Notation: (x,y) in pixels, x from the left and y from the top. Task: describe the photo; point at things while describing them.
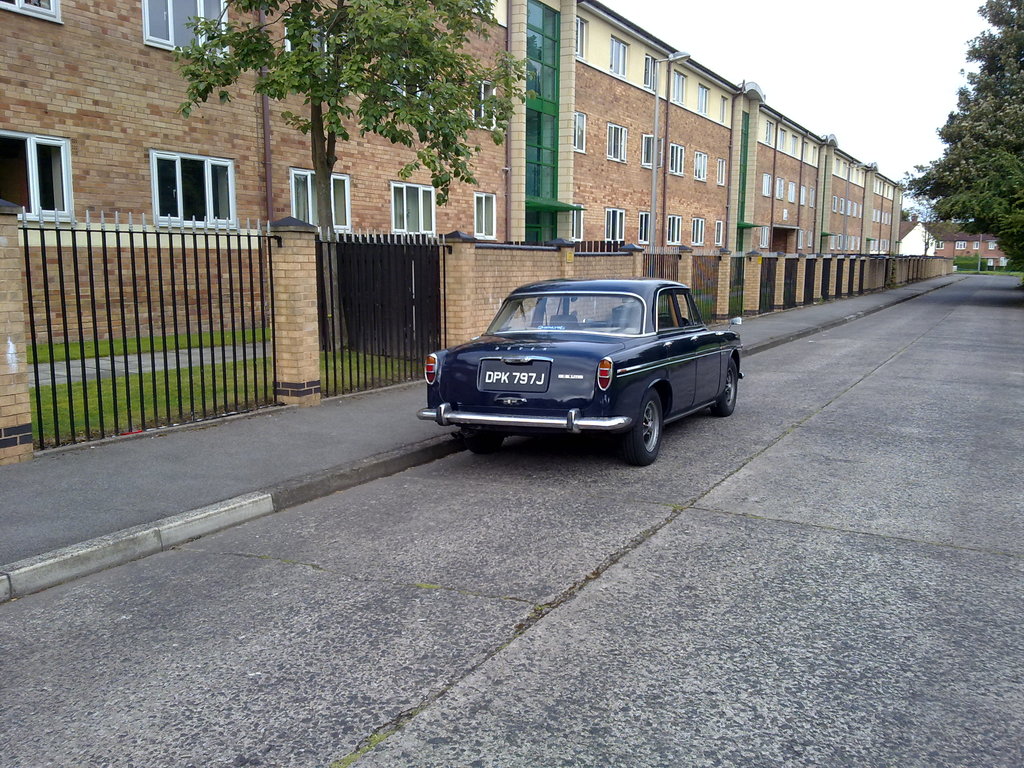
This is a car (646,453), which is parked. These are the buildings (68,60) with the windows (487,125) and glass doors (530,119). I can see the trees (953,142). I think these are the iron grilles (735,270). This is a road (657,614). Here is the sky (812,93).
